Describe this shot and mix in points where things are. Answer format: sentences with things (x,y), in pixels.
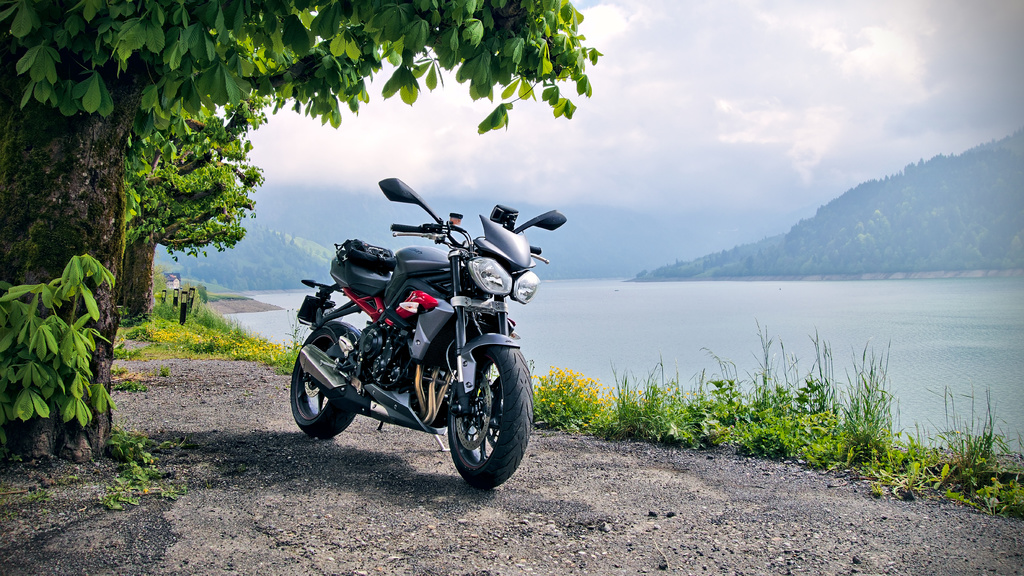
In this image I can see the ground (361,488), a motor bike (404,276) which is red, black and grey in color on the ground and few trees (165,181) which are green and black in color. I can see few black colored poles (176,301), some grass (217,326), few flowers (591,390) which are yellow in color and in the background (552,362) I can see the water (641,304), few mountains (568,210) and the sky (528,142).
